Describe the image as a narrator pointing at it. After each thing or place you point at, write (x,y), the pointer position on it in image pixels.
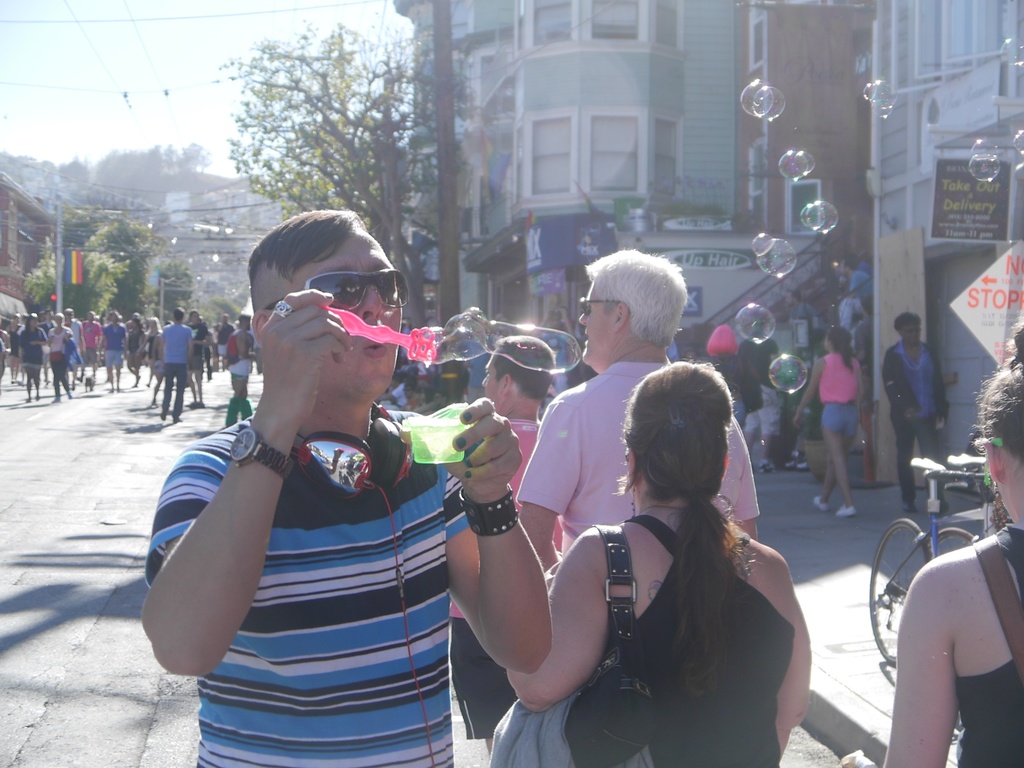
In this image I can see group of people (912,598) walking on the road (128,453). The person (312,431) standing in front (309,752) wearing black, white and blue color shirt (331,677) holding some object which is in pink color. Background (587,71) I can see few buildings (602,71), trees (334,64) in green color, few electric poles (452,152) and sky (208,58) in white and blue color.
